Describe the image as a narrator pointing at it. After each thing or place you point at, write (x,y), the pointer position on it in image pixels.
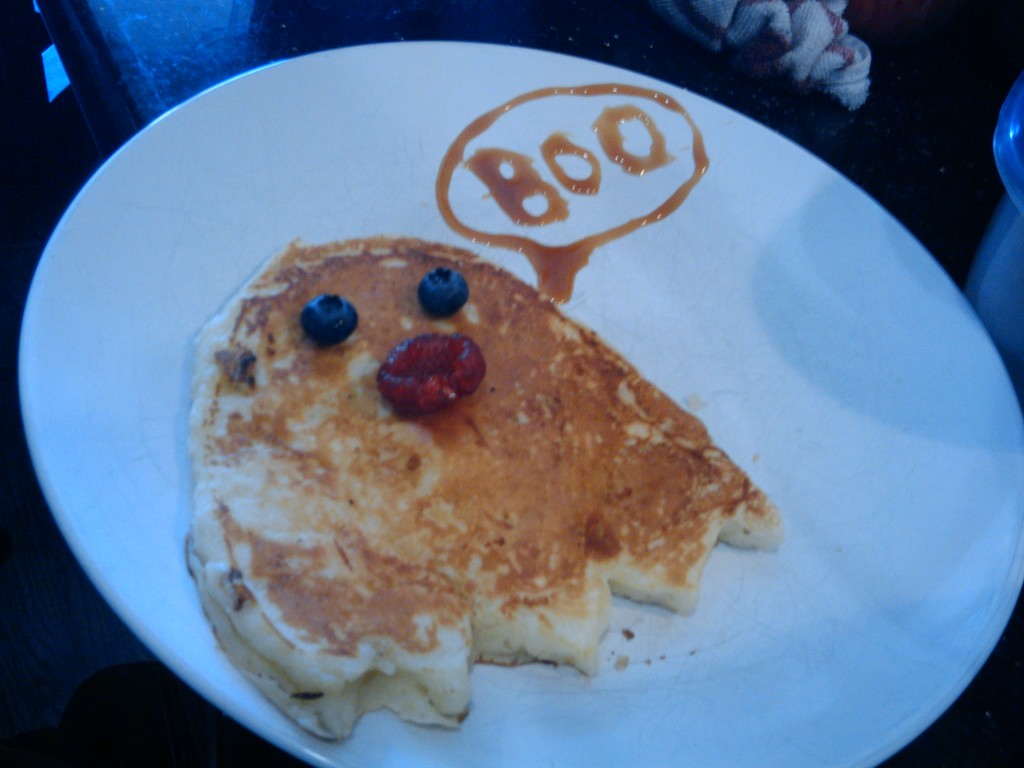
In this there is a plate (743,669) and we can see a pancake (550,544) and berries (433,307) placed on the plate (829,461). At the bottom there is a table (212,50).
